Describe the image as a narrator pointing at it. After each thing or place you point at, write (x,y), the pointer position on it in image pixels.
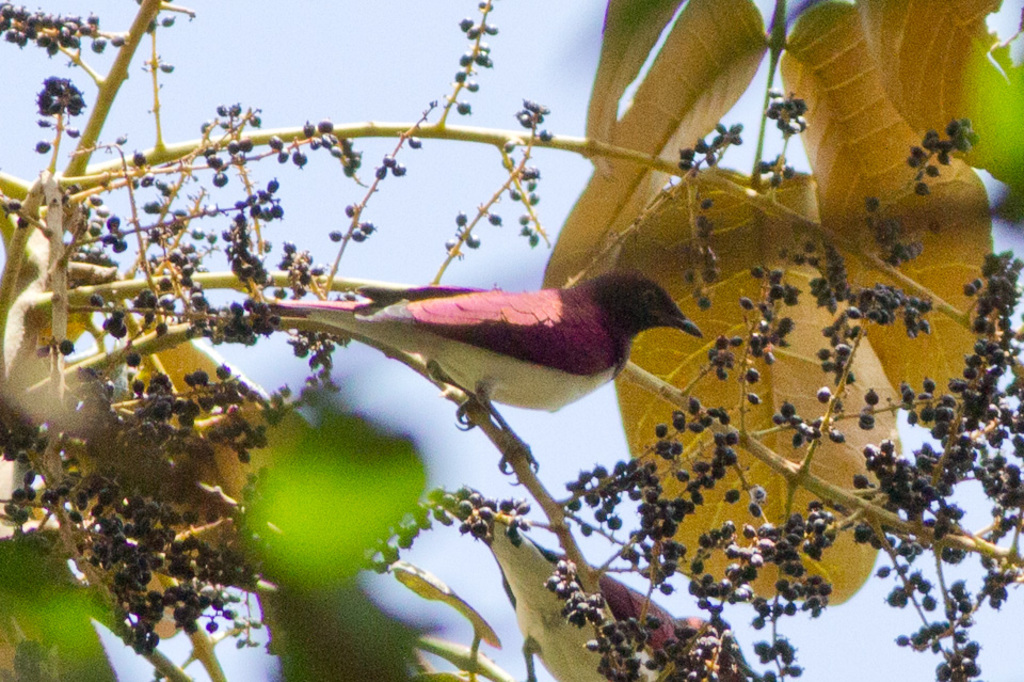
In this image I can see a bird (489,322) visible on the stem (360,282) of the tree (562,275) and I can see leaves (772,220), fruits (462,81) and the sky (450,73).
